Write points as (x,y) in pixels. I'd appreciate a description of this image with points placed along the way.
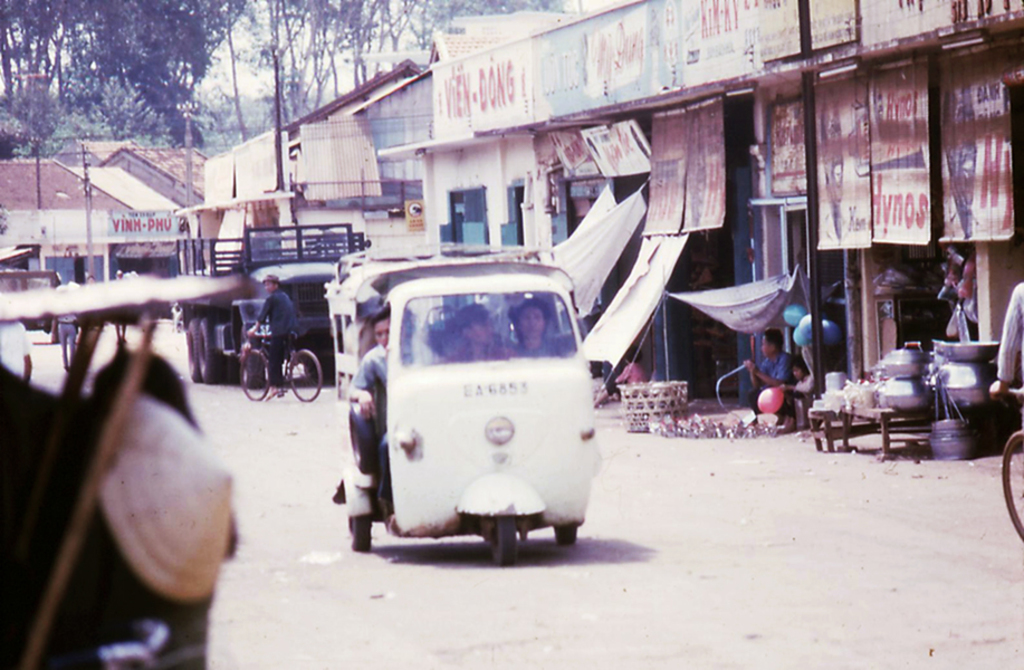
In this image, we can see few people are riding a vehicle (573,516) on the road (676,625). Here we can see some shops (898,301), houses (495,239), trees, poles (846,271), banners (986,206), cloth (654,294), hoardings (593,155). there are few objects (675,398) we can see here.
